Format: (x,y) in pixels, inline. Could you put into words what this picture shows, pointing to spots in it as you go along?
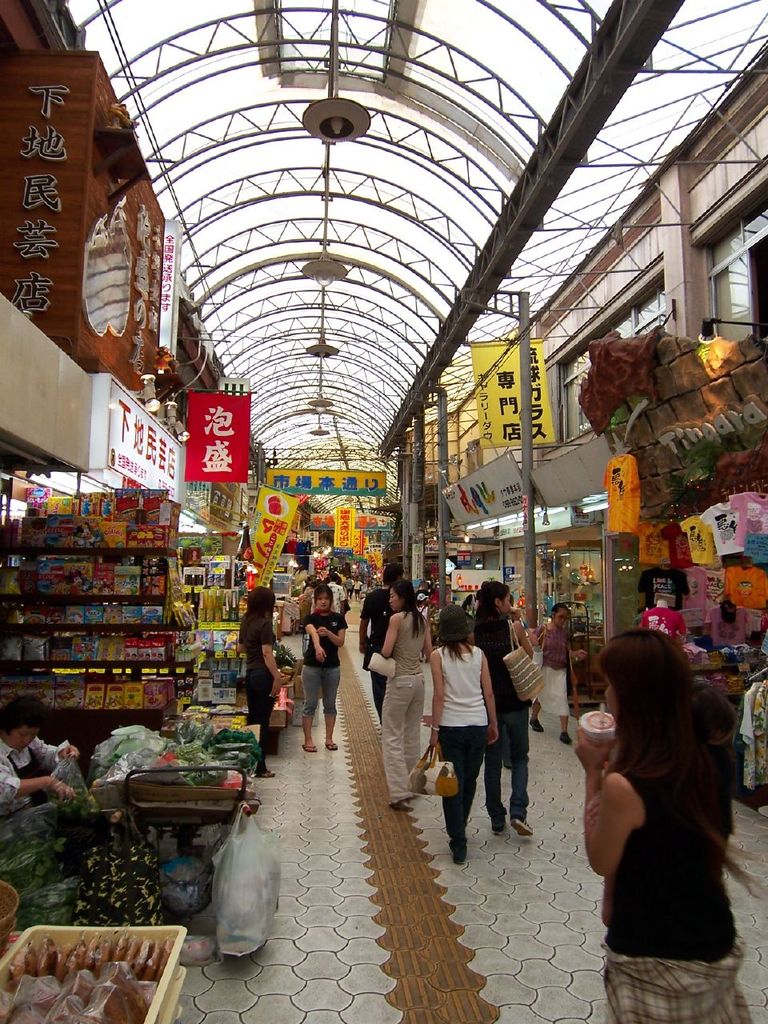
This image is clicked inside a mall (307,855). There are a few people (408,664) walking on the floor (502,845). In the bottom left (75,974) there are vegetables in the baskets (64,928). Beside it there are boxes (90,588) in the racks (67,629). To the right (729,520) there are t-shirts (670,527) hanging on the rods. On the either sides of the image there boards (119,435) and banners (502,424) to the walls (471,429). At the top (338,152) there is a ceiling (438,148). There are lights (348,113) hanging to the ceiling (301,310).
